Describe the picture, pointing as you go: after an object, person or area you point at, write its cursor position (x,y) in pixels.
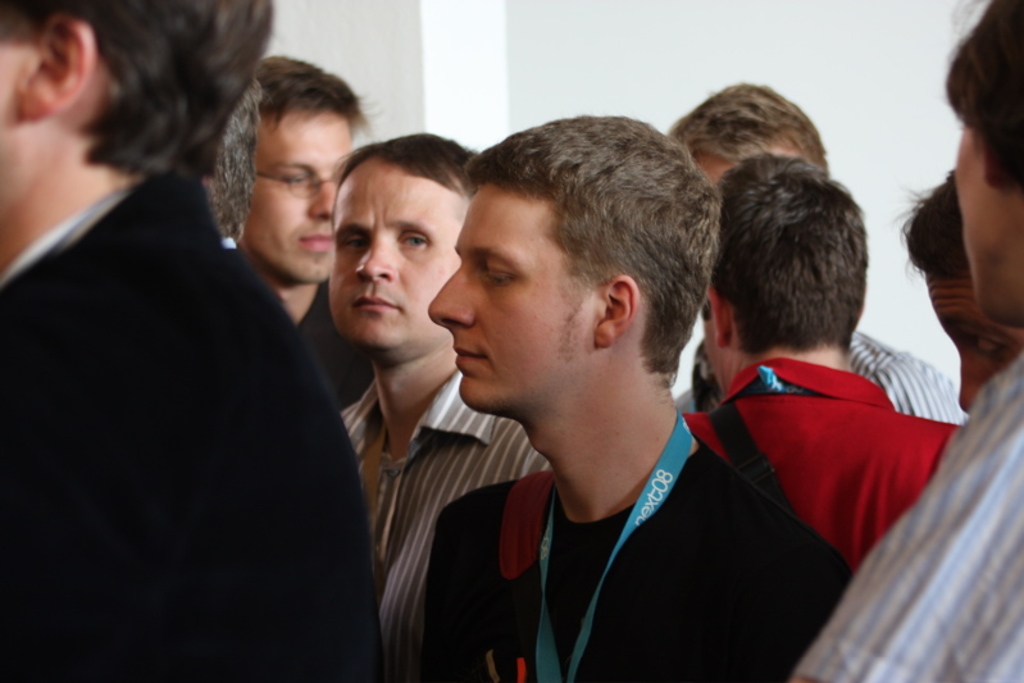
In this image we can see some men (424,618) standing, three men (592,522) wearing bags (537,489), some men (353,516) truncated, two men (602,554) wearing ID card tags (748,388) and in the background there is a wall (537,103).
